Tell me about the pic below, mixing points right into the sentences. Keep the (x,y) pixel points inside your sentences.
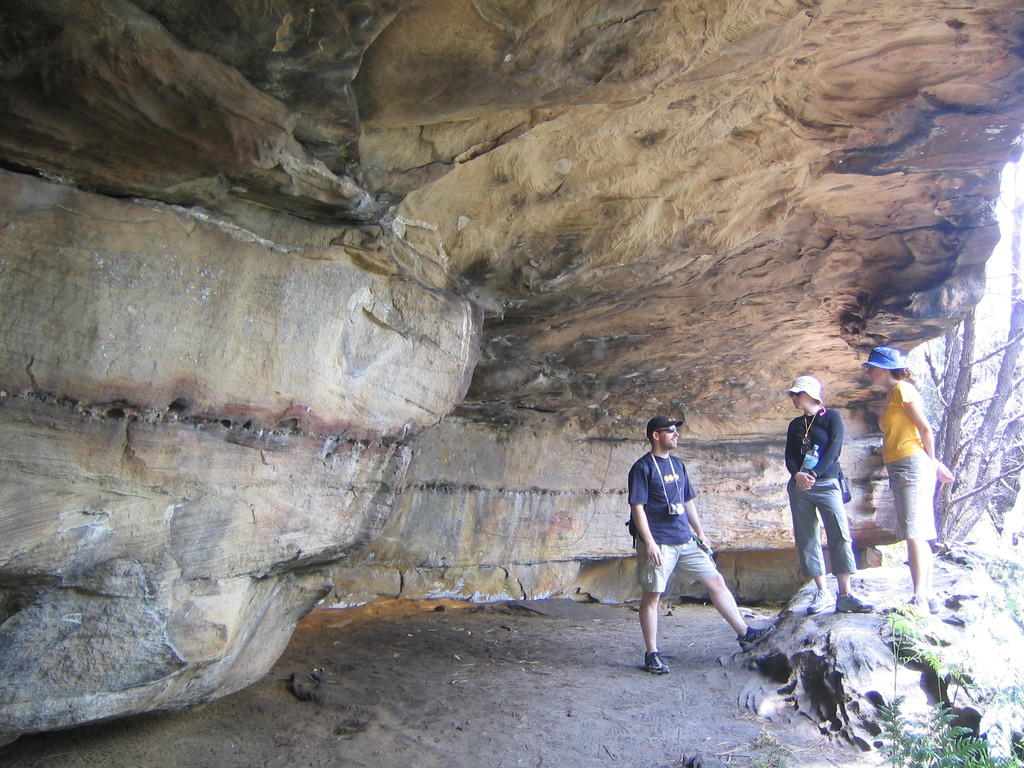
In this picture we can see people (656,511) under the rock surface (680,246). We can see branches (980,401) and leaves (945,737).
